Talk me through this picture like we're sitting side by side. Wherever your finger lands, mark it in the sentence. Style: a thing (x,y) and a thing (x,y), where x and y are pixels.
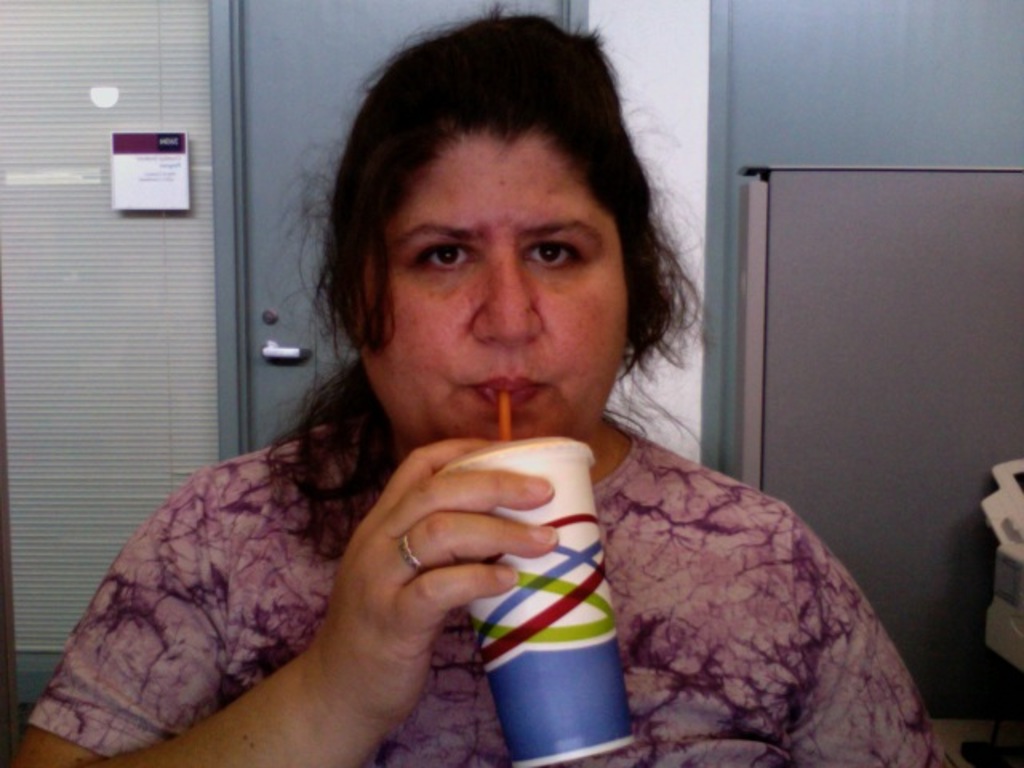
In this image, we can see a woman (800,564), she is drinking some liquid (526,593), in the background (299,328) we can see a door (304,15).
